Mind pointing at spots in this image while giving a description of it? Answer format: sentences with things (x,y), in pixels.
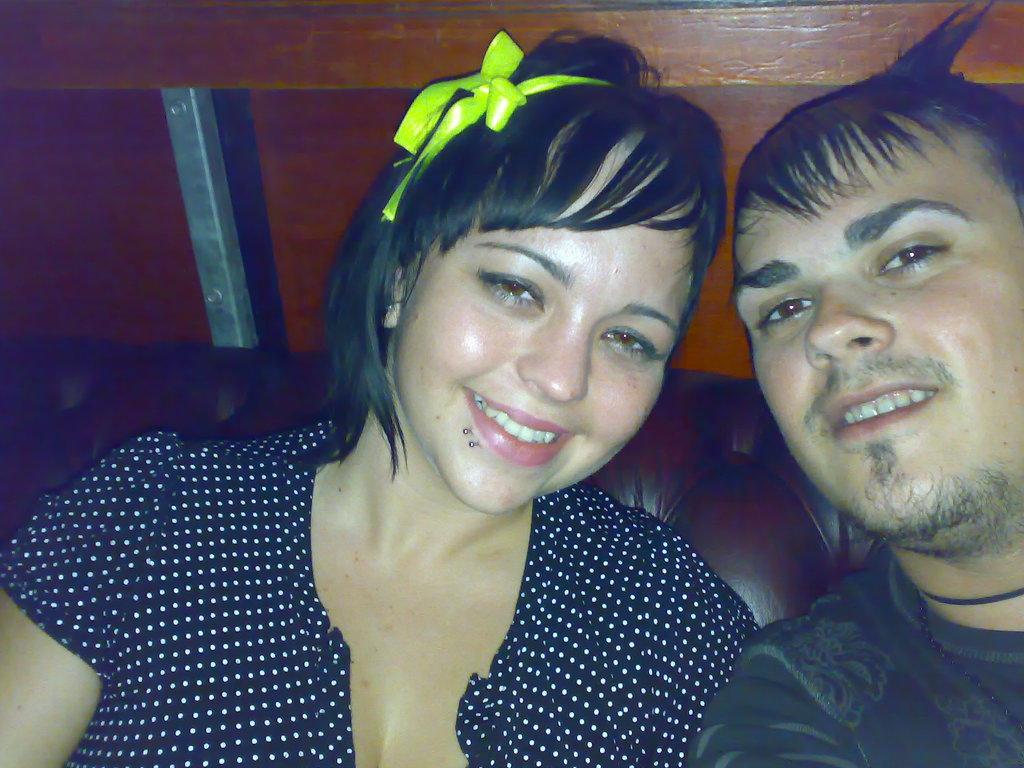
In the image I can see a man (886,271) and woman (533,374) are smiling. These people (694,698) are wearing dark color clothes (616,727). In the background (64,175) I can see some objects (350,107). These people (987,321) are smiling.
